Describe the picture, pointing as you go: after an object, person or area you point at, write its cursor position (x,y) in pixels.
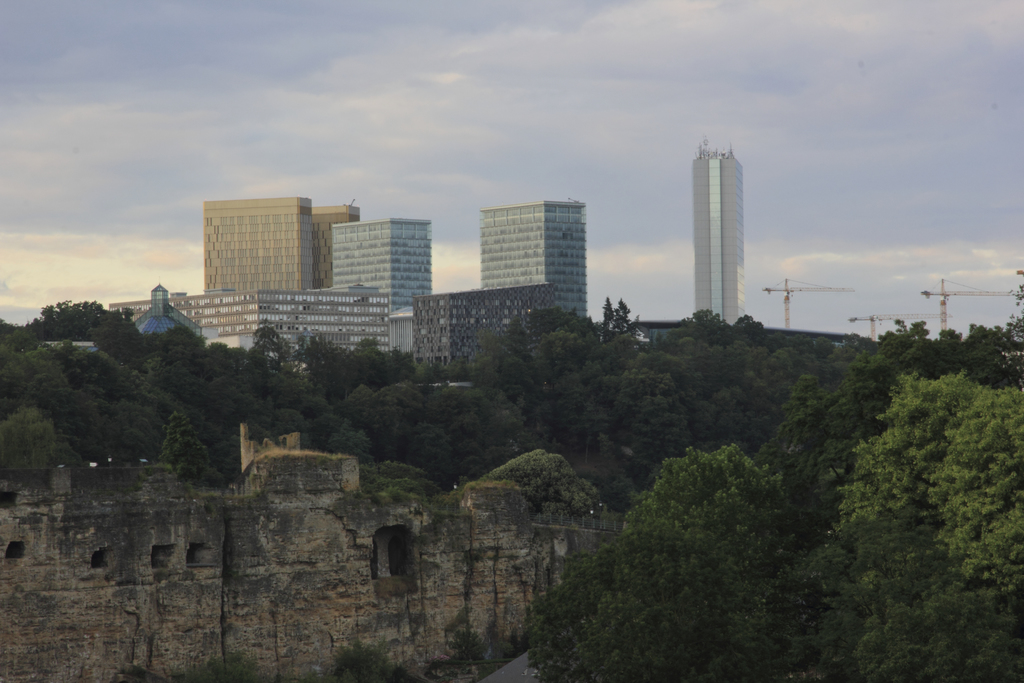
In this image I can see a historical structure (328,569) and few trees (287,433) around it. In the background (651,239) I can see few buildings (486,299), few cranes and the sky (610,122).
